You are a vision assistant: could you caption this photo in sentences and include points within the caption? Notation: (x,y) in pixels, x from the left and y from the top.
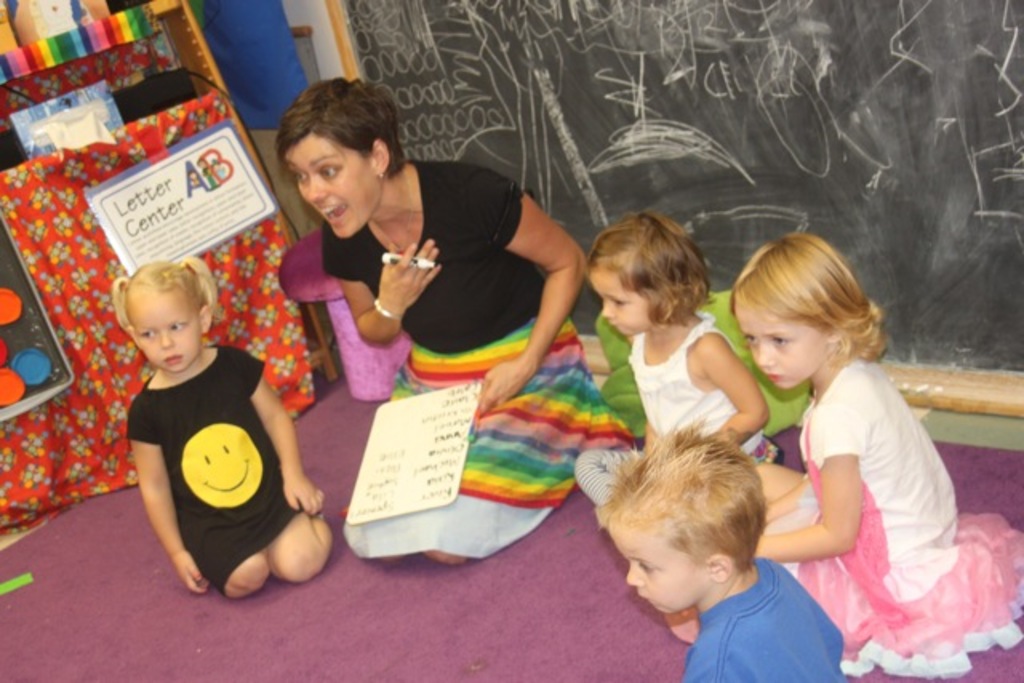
In this image there is a lady (575,384) and a few kids (157,387) are sitting on their knees (306,560) and the lady (516,409) holding a marker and a paper (428,439) in her hands (420,292), behind them there is a board (825,42), beside the board (762,68) there is a table (36,216) with some objects (159,195) in it.
